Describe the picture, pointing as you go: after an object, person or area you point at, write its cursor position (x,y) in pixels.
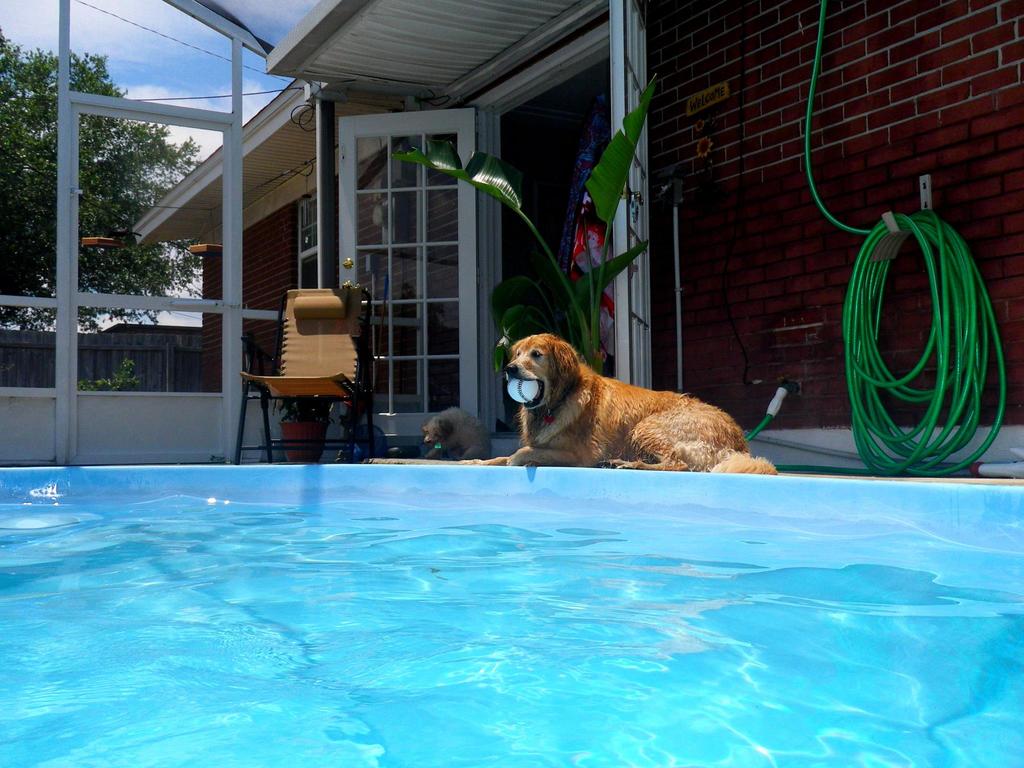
In this image we can see a building (187,212), trees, cables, sky (204,88) with clouds (212,89), chair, houseplant (597,309), pipeline (854,291), wall (739,237) built with bricks (738,296), swimming pool (473,466) and a dog (676,437) lying on the floor (797,474) with a ball (529,383) in its mouth (542,387).
